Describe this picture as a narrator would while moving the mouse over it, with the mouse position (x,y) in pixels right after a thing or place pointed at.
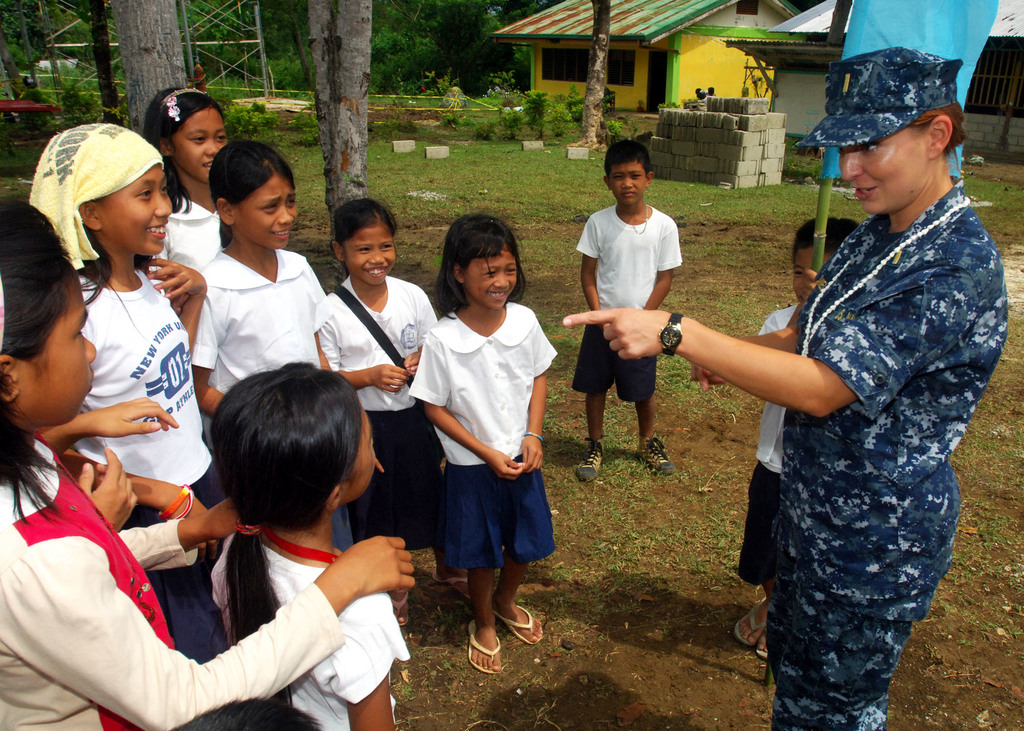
In the image we can see a woman (788,481) on the right side of the image (804,502), she is standing, wearing clothes (822,523), a cap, wrist watch (672,329) and neck chain (810,319). There are many children (169,429) standing, wearing clothes (147,468) and some of them are smiling. Here we can see grass (560,275), bricks (720,160) and tree poles (361,50). We can even see there is a house (733,60).
